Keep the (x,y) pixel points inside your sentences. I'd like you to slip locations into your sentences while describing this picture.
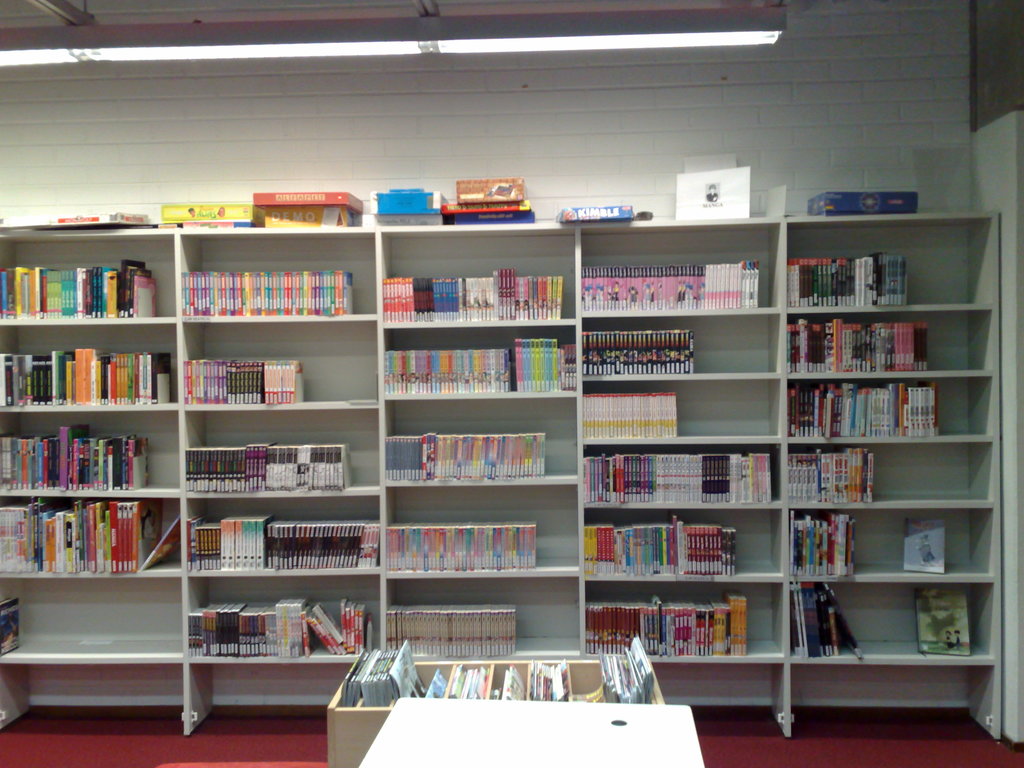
In this image I can see a cupboard (360,356) and different types of books (528,454) are there inside it. On the cupboard (691,225) there are boxes (488,189). In front of it there is a box (356,700) with books (404,678). In the top (473,52) there is a light (571,44).
